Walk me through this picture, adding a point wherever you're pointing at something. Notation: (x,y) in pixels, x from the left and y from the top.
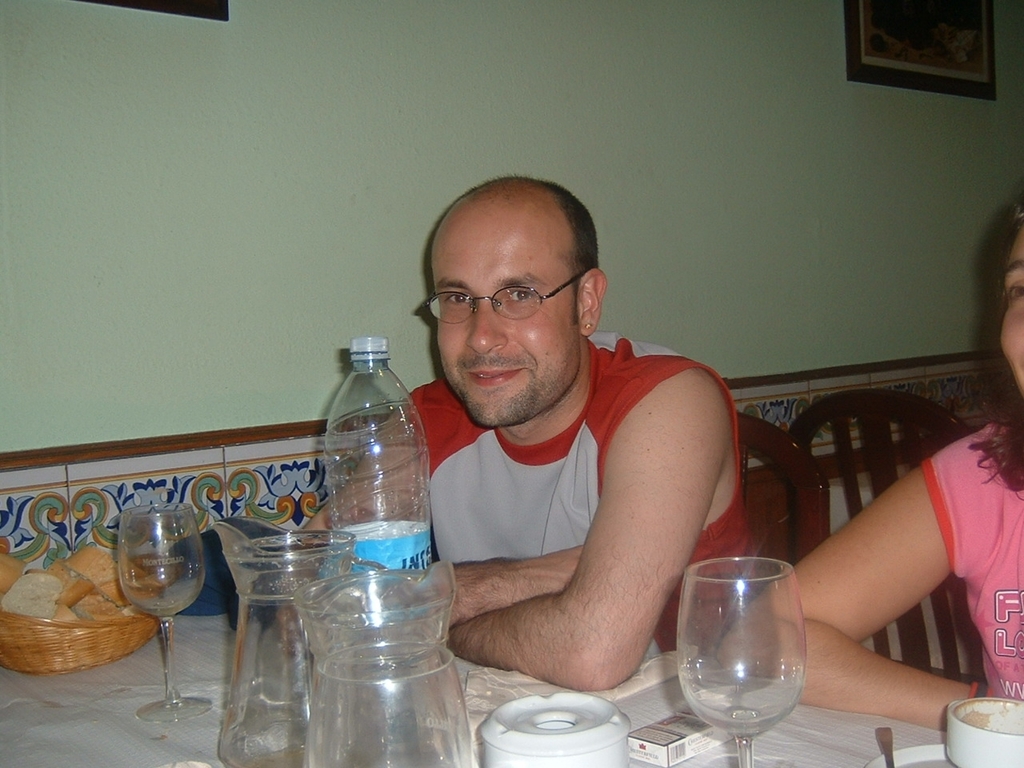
In this image I see a man (457,617) and a woman (999,426) who are sitting on chairs (967,429) and this man (576,407) is smiling and I see a table (191,757) in front of them on which there are glasses (143,720), jars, a water bottle (428,488), food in a basket (110,647) and other things (994,699). In the background (47,463) I see the wall (86,415).
